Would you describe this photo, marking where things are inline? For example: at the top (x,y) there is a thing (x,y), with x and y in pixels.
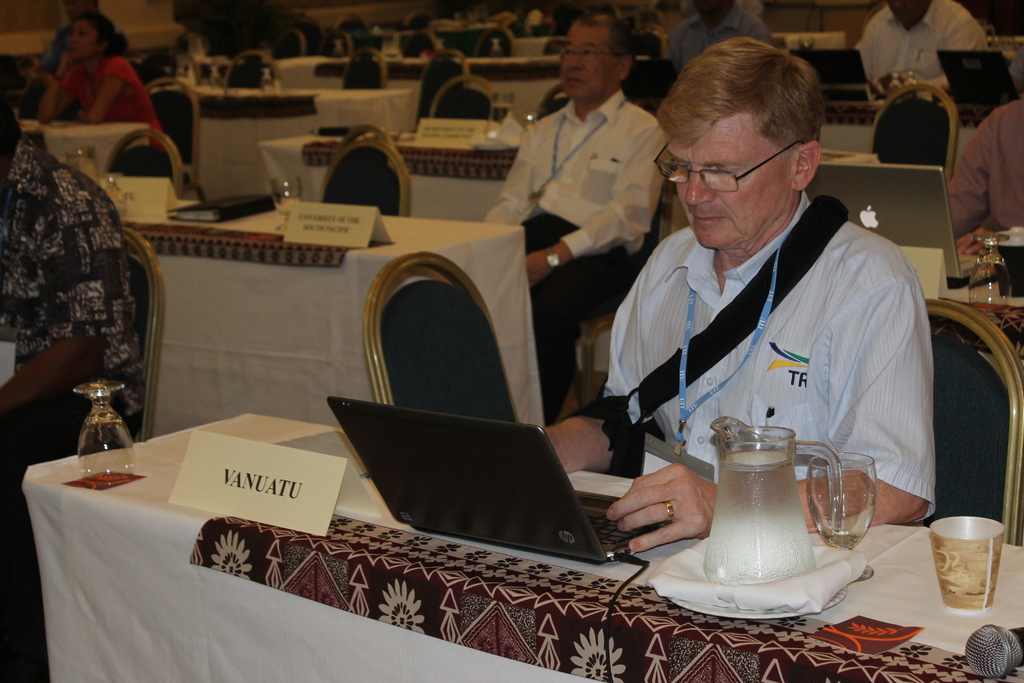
In this image there are many tables (365,277), chairs (362,160) and people (753,189). On the right (738,312) there is a man (761,318) he wear shirt (796,350) and spectacles (704,184) he is typing something on the laptop (552,521). In the middle (350,282) there is a table (300,258) on that there is a book (235,215), glass (118,204) and cloth (254,345). In the background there are many people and laptops (855,62).
